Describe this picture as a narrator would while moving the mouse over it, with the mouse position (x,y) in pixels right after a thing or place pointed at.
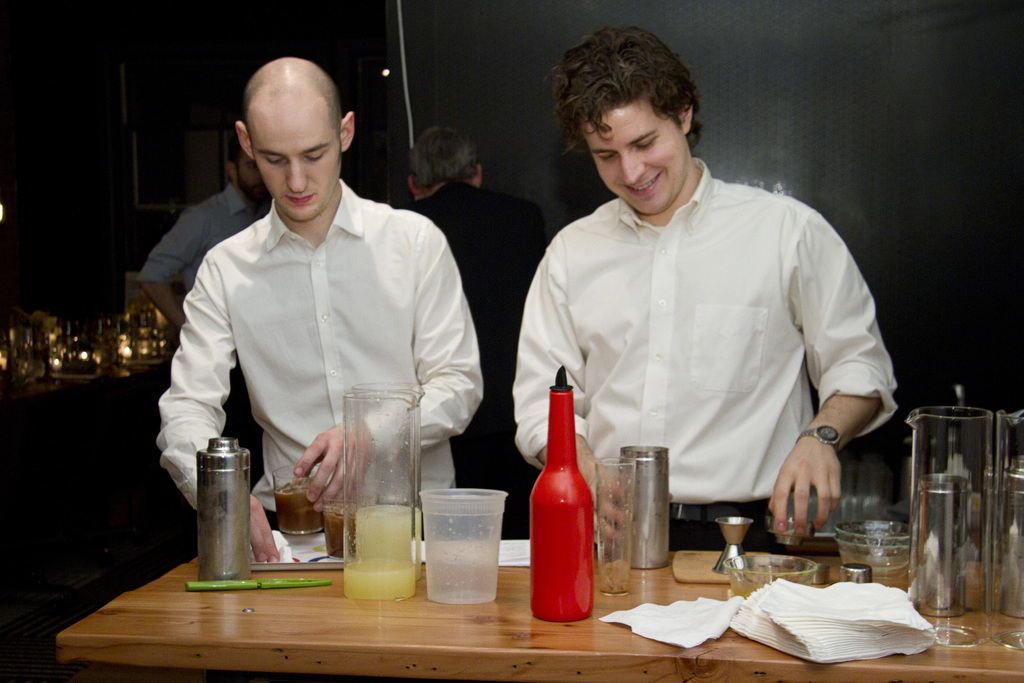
This image is taken inside a room (21,58). There are four men (505,305) standing on the floor (29,680). In the right side of the image (778,316) a man (684,196) is standing with a smiling face (655,139) holding a tumbler (644,526) in his hand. In the middle of the image (450,371) three men (332,112) are standing. At the bottom of the image (997,675) there is a table (1022,655) with few things (404,577) on it. In the background (84,168) there is a wall (769,85) and light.
